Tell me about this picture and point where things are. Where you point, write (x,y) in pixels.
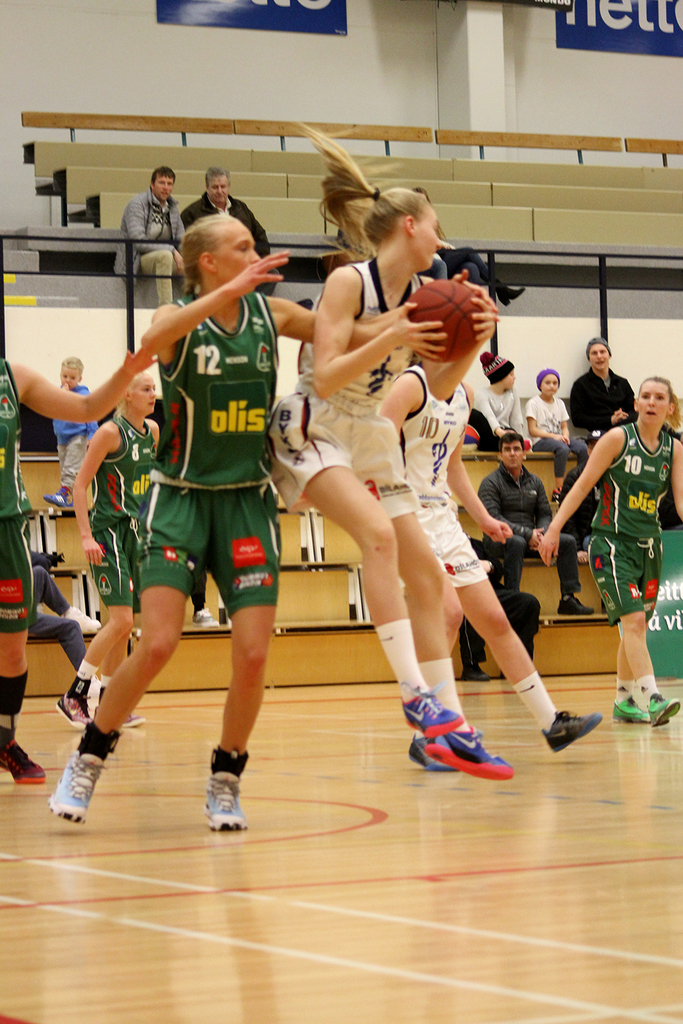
In the center of the image (308,444) we can see some persons (384,369), a lady (397,238) is holding a ball (463,297) are there. In the background of the image (610,417) some persons (486,486) are sitting and we can see stairs (365,162), wall (540,79), boards (625,47) are there. At the bottom of the image (472,898) floor (461,823) is there.
